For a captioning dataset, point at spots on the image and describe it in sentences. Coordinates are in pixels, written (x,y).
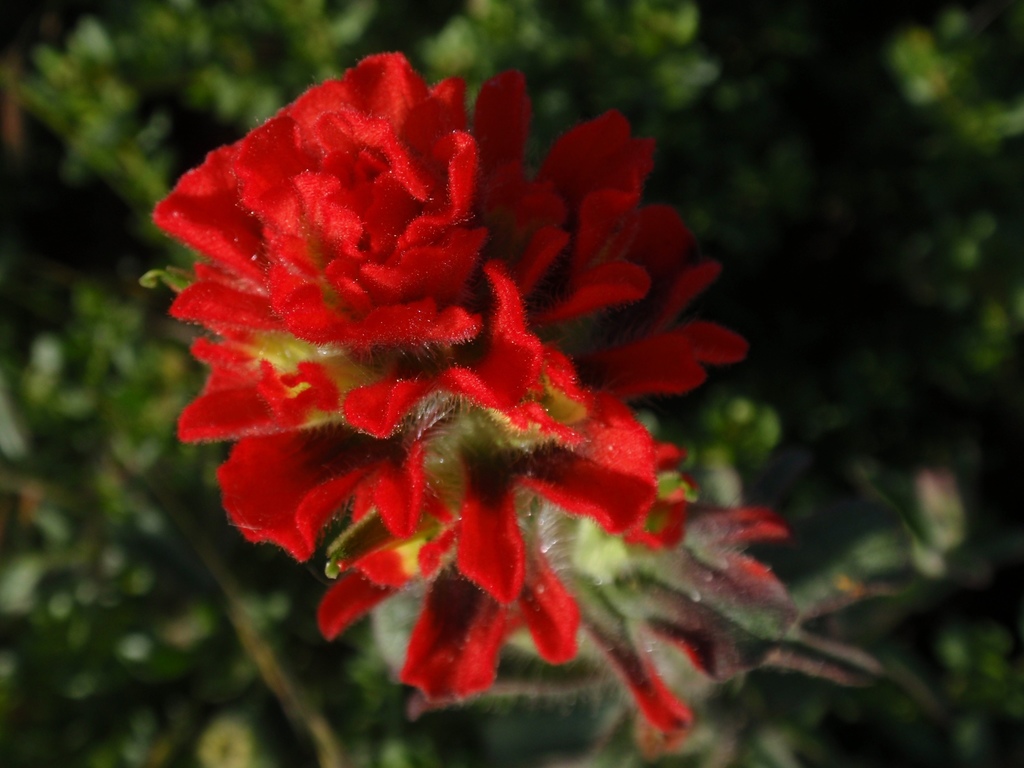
In the center of the image (439,345) we can see flowers (518,489) which are in red color. In the background (159,484) there are plants (31,610).
